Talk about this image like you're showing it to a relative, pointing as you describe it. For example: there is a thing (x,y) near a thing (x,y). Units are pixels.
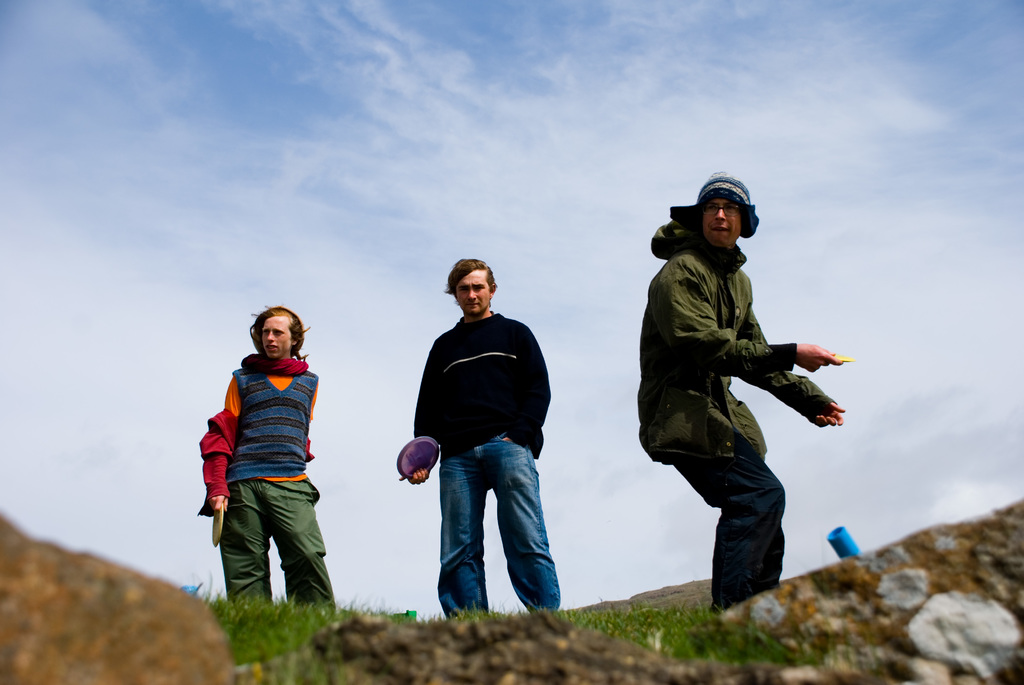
In this image we can see few people (500,429) and they are carrying some objects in their hands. There is a blue and cloudy sky (469,176) in the image. There are few objects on the ground (871,559). There is a grassy land (279,635) in the image.
